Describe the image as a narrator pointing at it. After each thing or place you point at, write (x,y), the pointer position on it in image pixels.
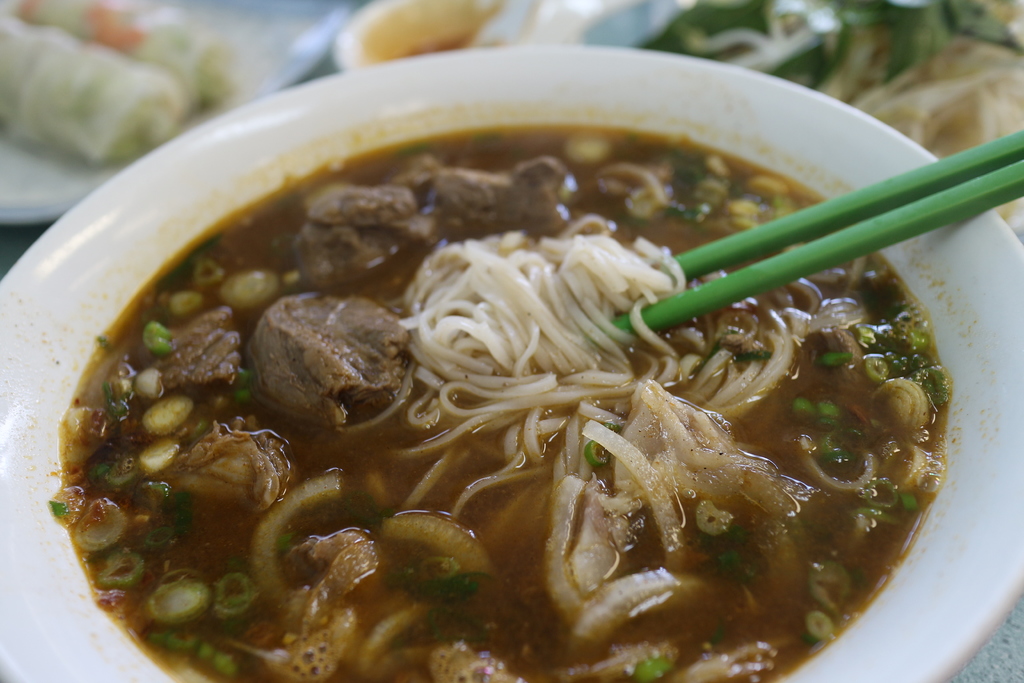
In this image, we can see a bowl (585,86) with some liquid content (289,279) and noodles (492,280). On the right side of the bowl (931,261), we can see two chopsticks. In the background (927,138), we can see some plates (259,32) and bowl (438,34) with food items (784,27).
